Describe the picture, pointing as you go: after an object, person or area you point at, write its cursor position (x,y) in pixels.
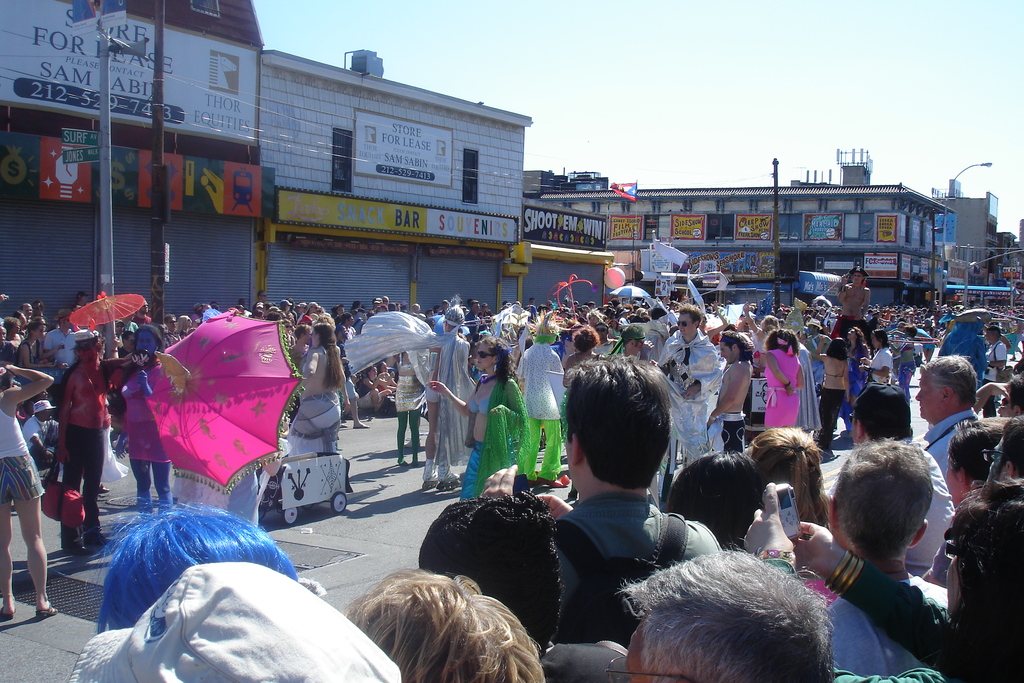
In this image we can see a few people (289,567), among them, some people (621,396) are holding the objects (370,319), there are some buildings (414,244), poles (151,269), shutters (127,248) and boards (360,126) with some text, in the background (770,97), we can see the sky (681,131).
